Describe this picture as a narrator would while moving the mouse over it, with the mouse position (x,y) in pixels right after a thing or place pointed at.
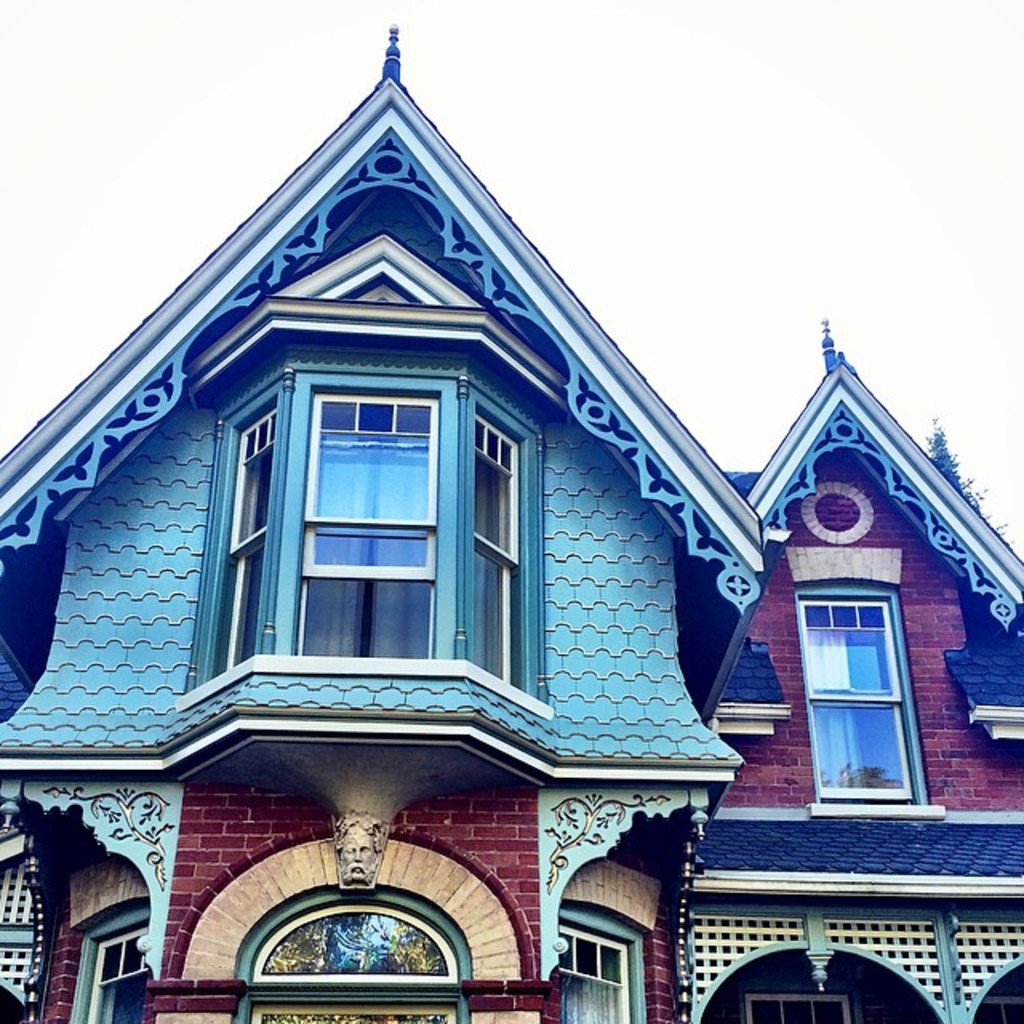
In this image I can see the building (468,938) and the building (535,841) is in brown and blue color and I can also see few glass windows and the sky (263,15) is in white color.
